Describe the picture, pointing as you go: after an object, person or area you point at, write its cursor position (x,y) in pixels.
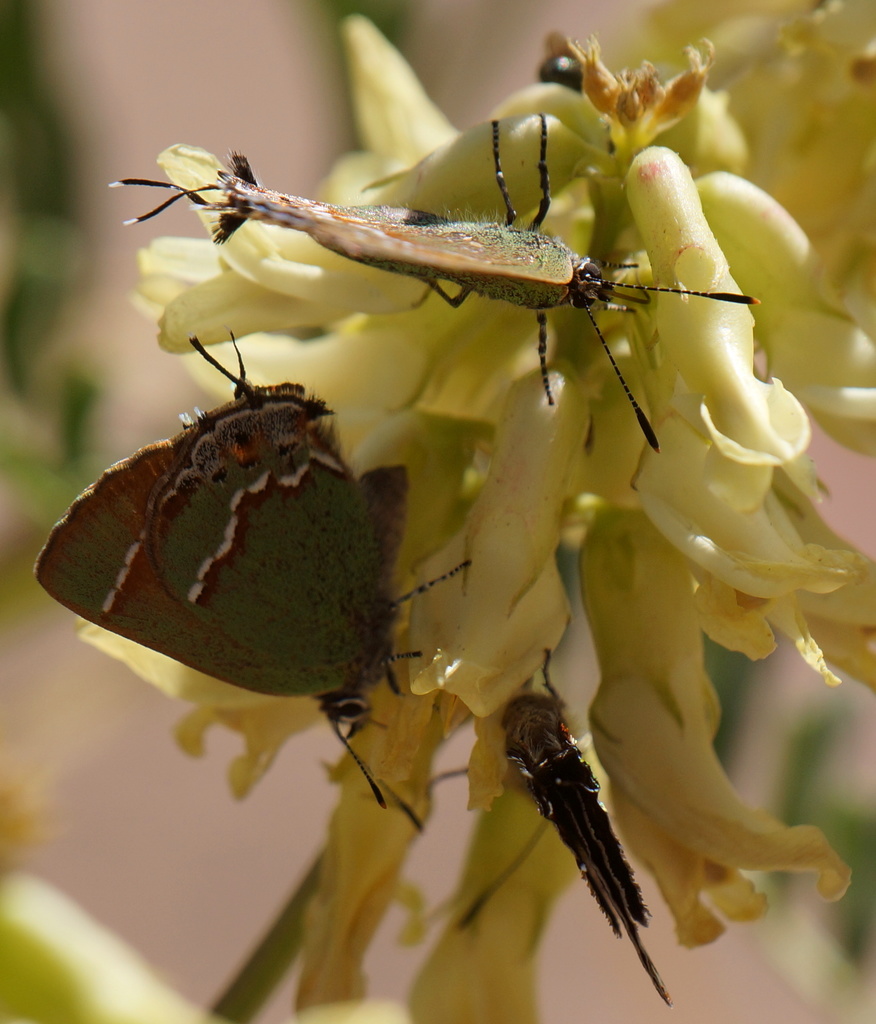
In this picture I can see few butterflies (354,500) on the flowers (616,113).
